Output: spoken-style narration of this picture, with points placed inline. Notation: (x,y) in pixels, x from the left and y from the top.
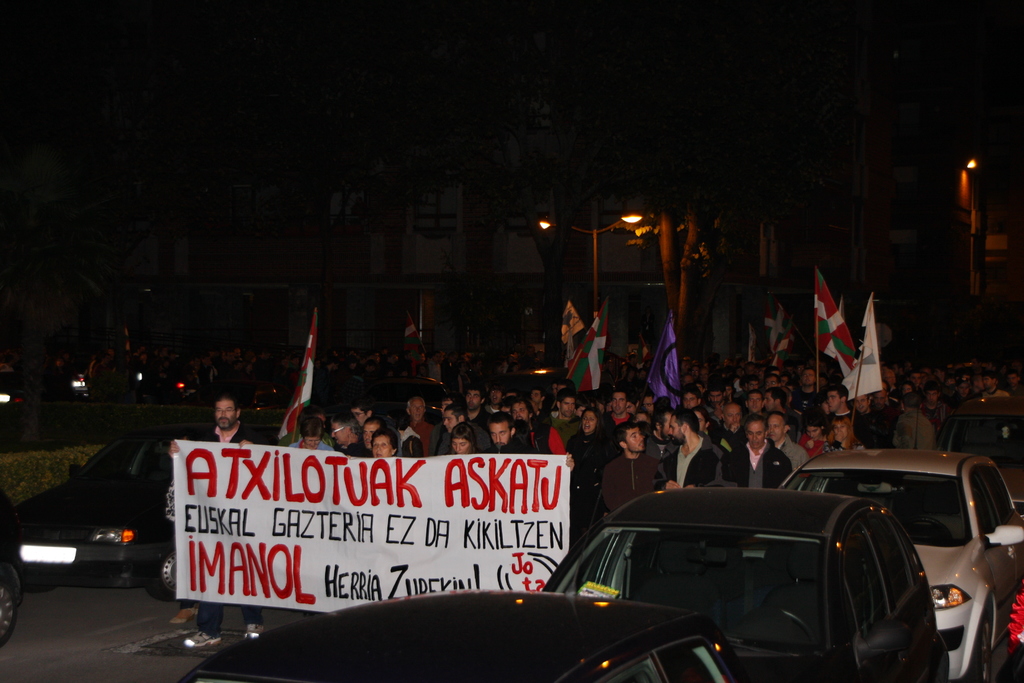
In the center of the image (505,401) there are people (632,374) walking holding flags (595,368) and banner (519,471). There are cars (401,658). There is a street light (548,224).
